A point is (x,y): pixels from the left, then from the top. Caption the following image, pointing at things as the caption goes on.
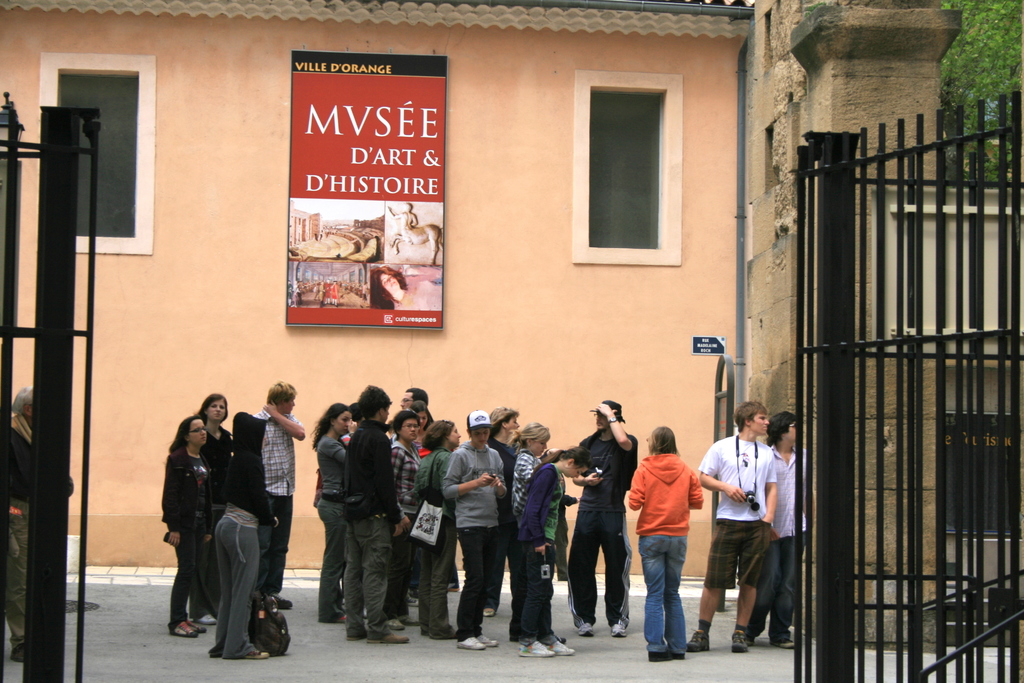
In this picture we can see the wall (561,423), boards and the windows (623,150). We can see the group of people (740,519) standing. On the right side of the picture (801,616) we can see a black gate (1014,522), tree (982,79), pillar (911,74). We can see the men (764,461) and a man (755,475) is wearing a white t-shirt (730,471). We can see he is carrying a camera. On the left side of the picture (25,540) we can see a person (22,567) standing. We can see a light (4,139) and partial part of a gate (56,560). We can see a backpack (273,626) on the floor (296,614).
